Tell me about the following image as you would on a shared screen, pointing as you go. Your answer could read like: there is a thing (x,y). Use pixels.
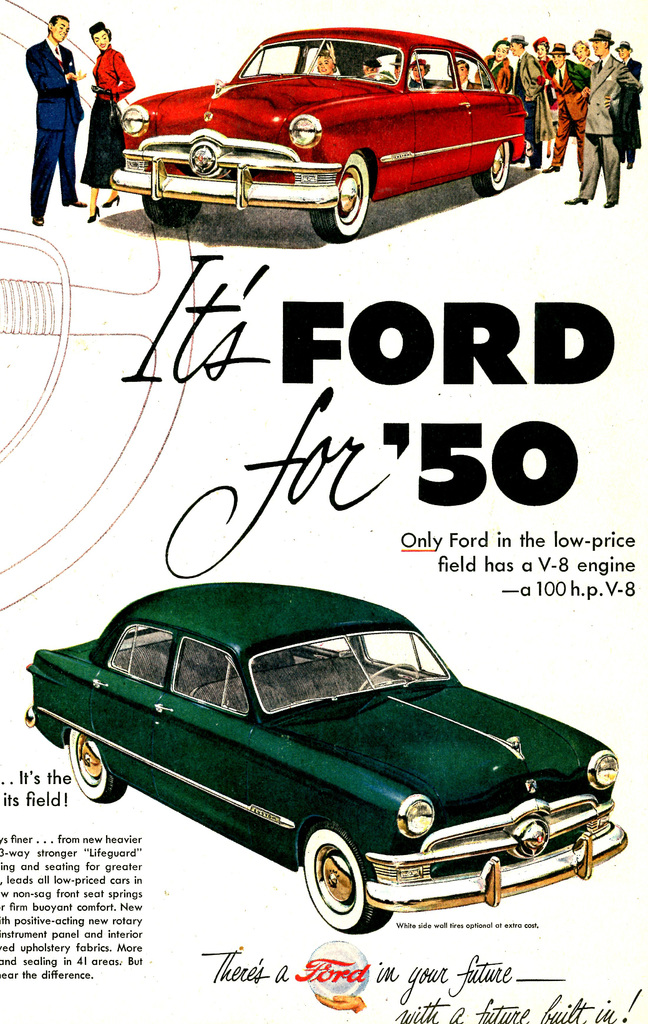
In this image we can see a poster (330,451) on which there are two cars (172,699) which are of different colors and same model and there are some persons (324,58) sitting in the car (278,132) and standing around it and there are some words (544,482) written on the poster (275,267).
